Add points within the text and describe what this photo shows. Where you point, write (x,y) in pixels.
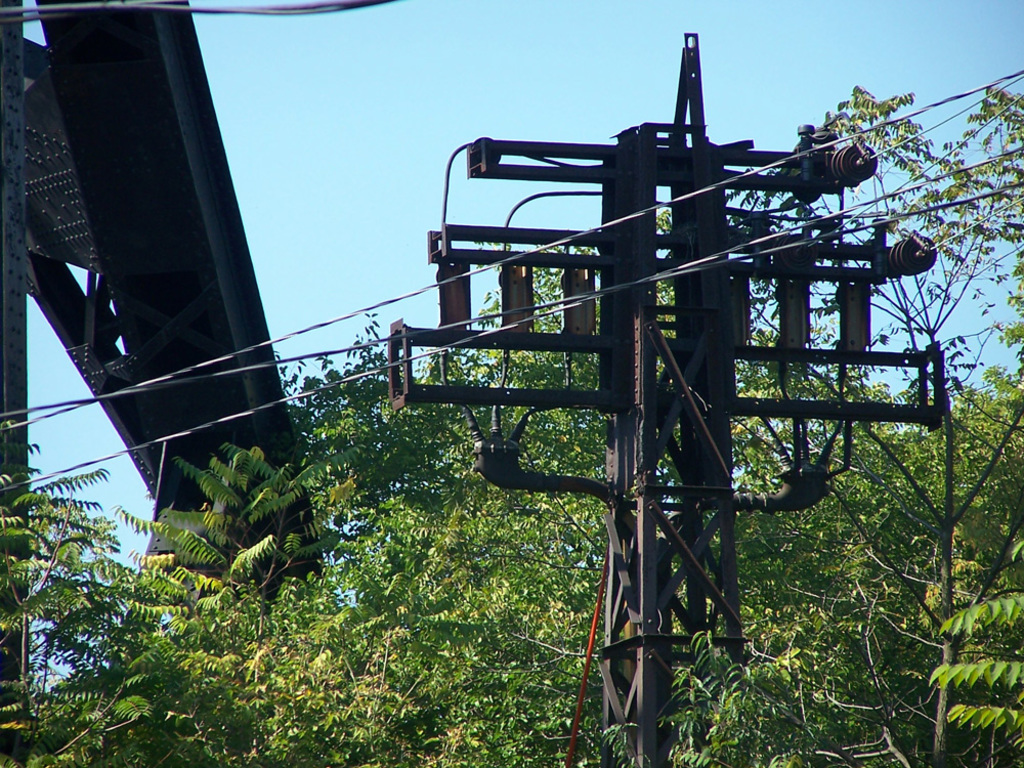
This image consists of many trees (740,517). In the middle (663,352), there is a pole (683,303) along with the wires (445,379). On the left (74,221), we can see metal rods (145,300).
